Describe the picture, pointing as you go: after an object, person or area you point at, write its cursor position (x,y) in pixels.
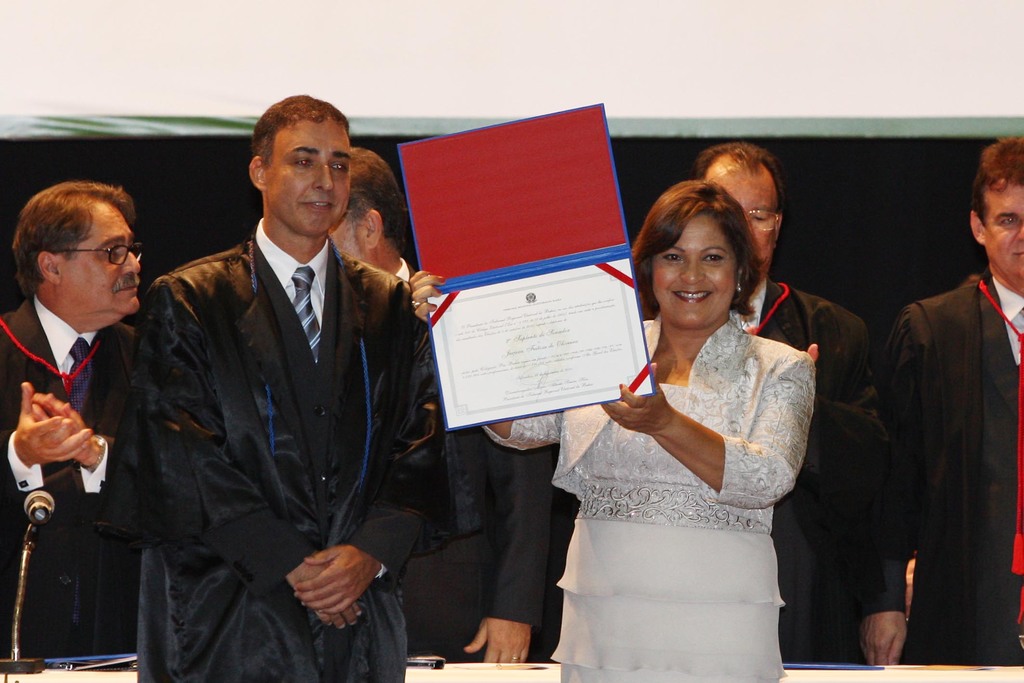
A woman (618,421) is holding certificate (595,358), where men (68,405) are standing wearing suit (1002,392).
